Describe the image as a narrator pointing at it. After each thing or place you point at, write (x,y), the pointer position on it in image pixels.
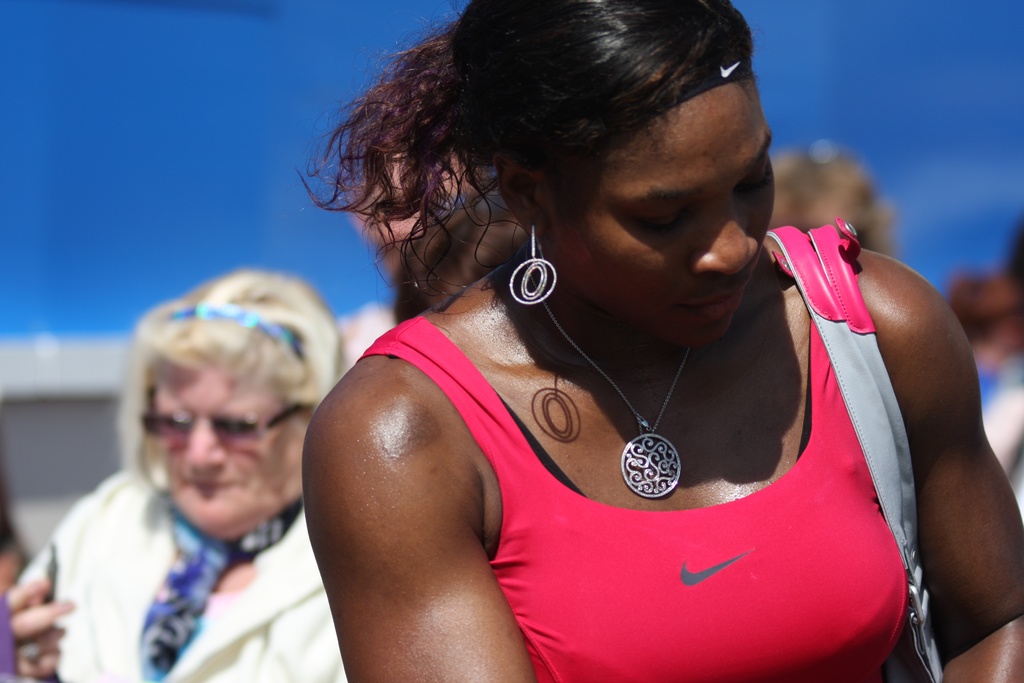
In this picture we can see a woman (454,334) carrying a bag (795,257) and at the back of her we can see some people (95,598) and in the background (100,137) we can see a blue wall (191,166).
